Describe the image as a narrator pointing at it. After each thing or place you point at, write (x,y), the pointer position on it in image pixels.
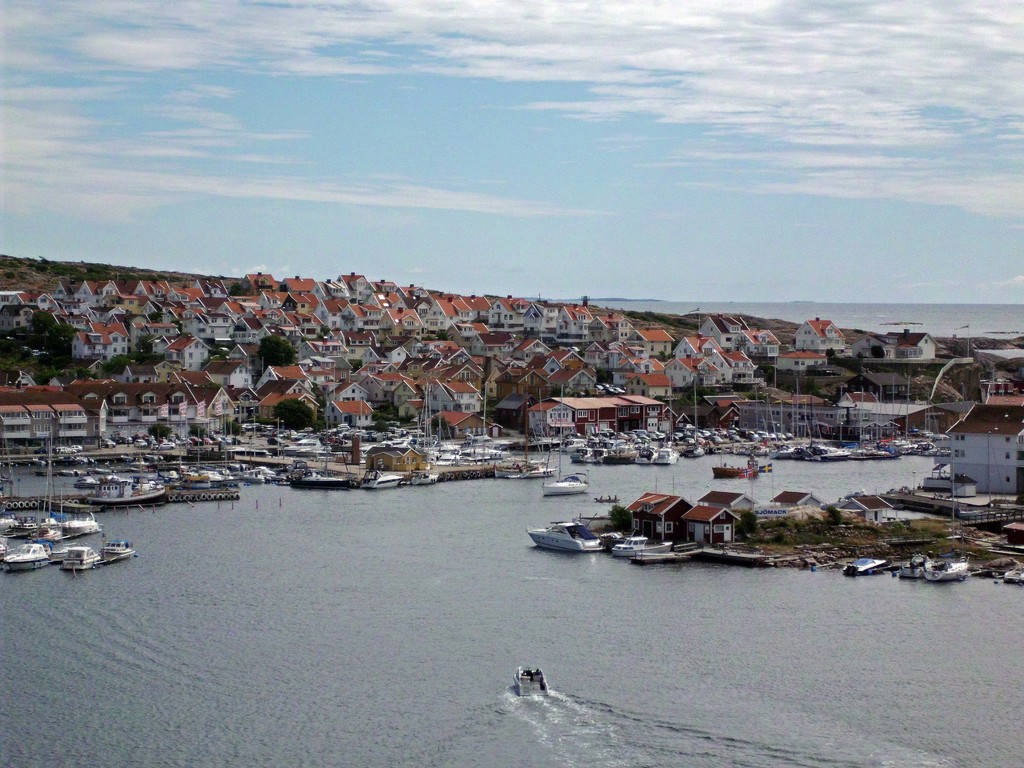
In this image there are few boats (567,528) and ships (136,496) on the river (338,595). In the background (468,404) there are buildings (454,375) and the sky (305,199).
